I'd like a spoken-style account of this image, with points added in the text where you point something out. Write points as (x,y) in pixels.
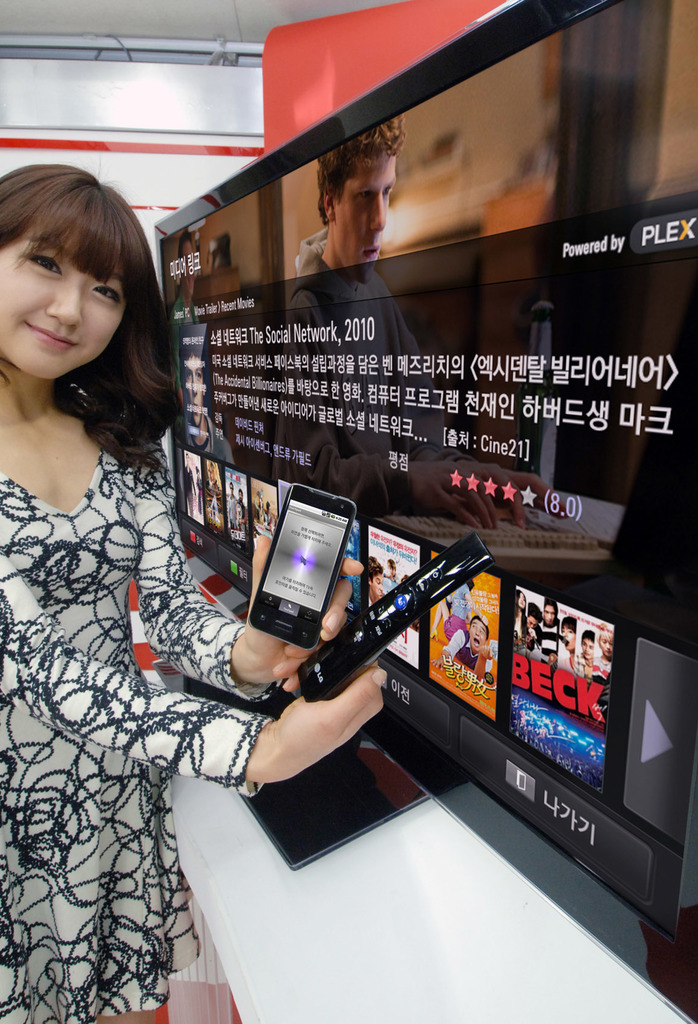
In this image on the left side (80,698) there is one woman (89,641) who is standing and smiling and she is holding a mobile phone (300,614) and a remote (312,667) in her hand (277,648), in front of her there is one television (273,451). On the background (287,81) there is a wall (176,104).
